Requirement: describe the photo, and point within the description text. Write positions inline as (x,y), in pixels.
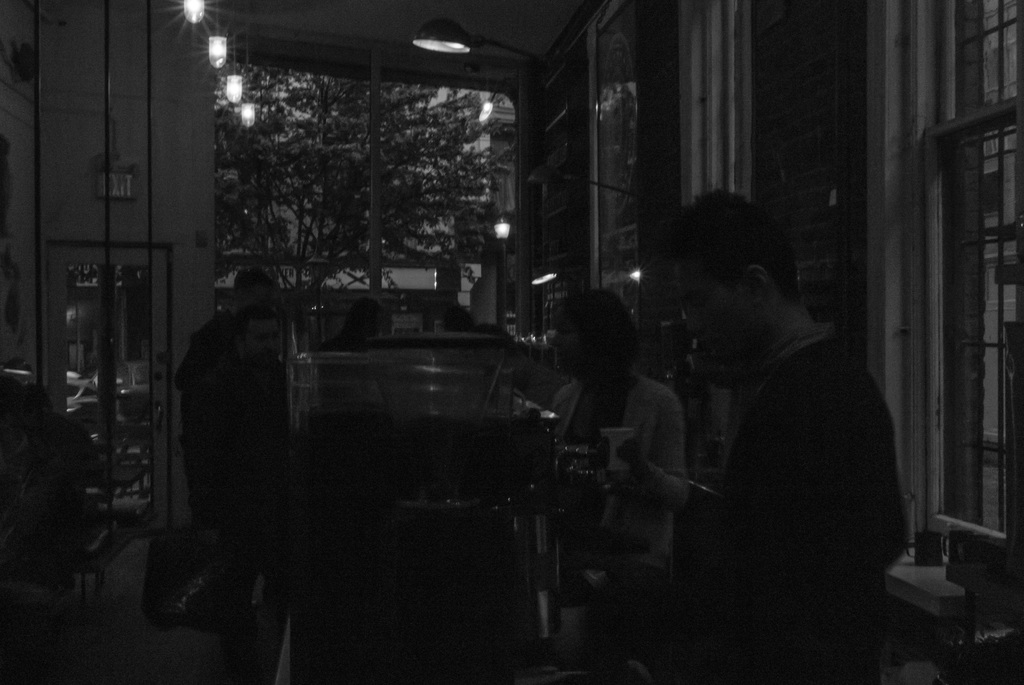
This is a black and white image. In this image we can see tables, chairs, persons (275,437), lights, windows (933,113), trees (468,178) and building (511,191).
